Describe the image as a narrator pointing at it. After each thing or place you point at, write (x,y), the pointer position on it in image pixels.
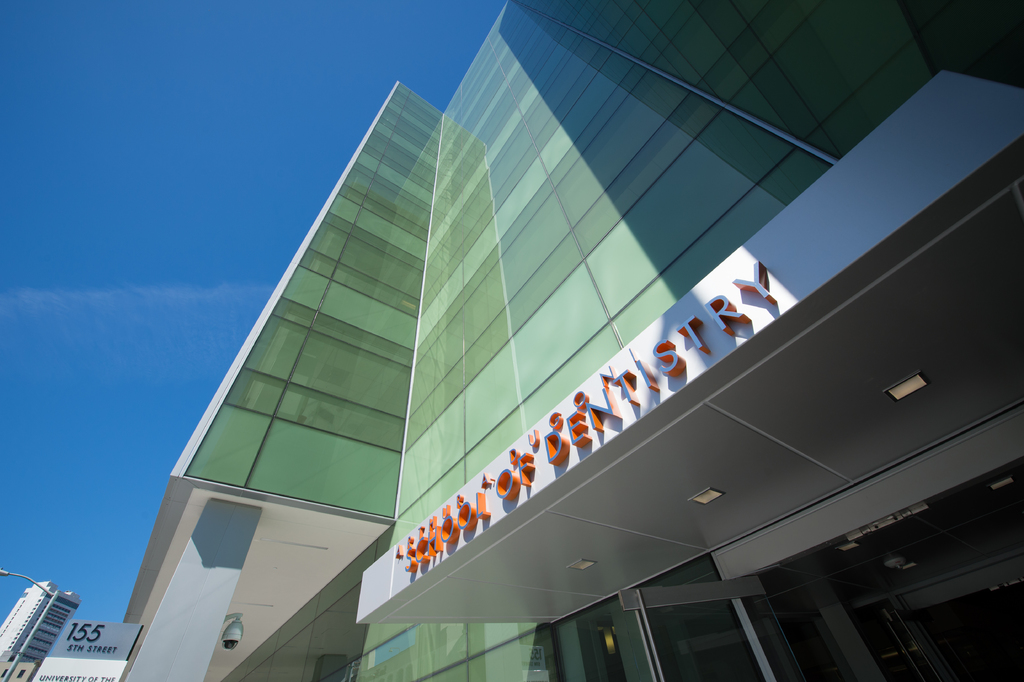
This picture is clicked outside. On the right (843,440) there is a building (599,191) and we can see the text (732,306) on the building (485,489). On the left corner (53,599) there is a street light (53,599) attached to the pole (6,679) and a white color board (82,647) on which the text (85,651) is printed. In the background (88,392) there is a sky (14,201) and the buildings (252,543) and we can see the wall mounted camera (224,639).
